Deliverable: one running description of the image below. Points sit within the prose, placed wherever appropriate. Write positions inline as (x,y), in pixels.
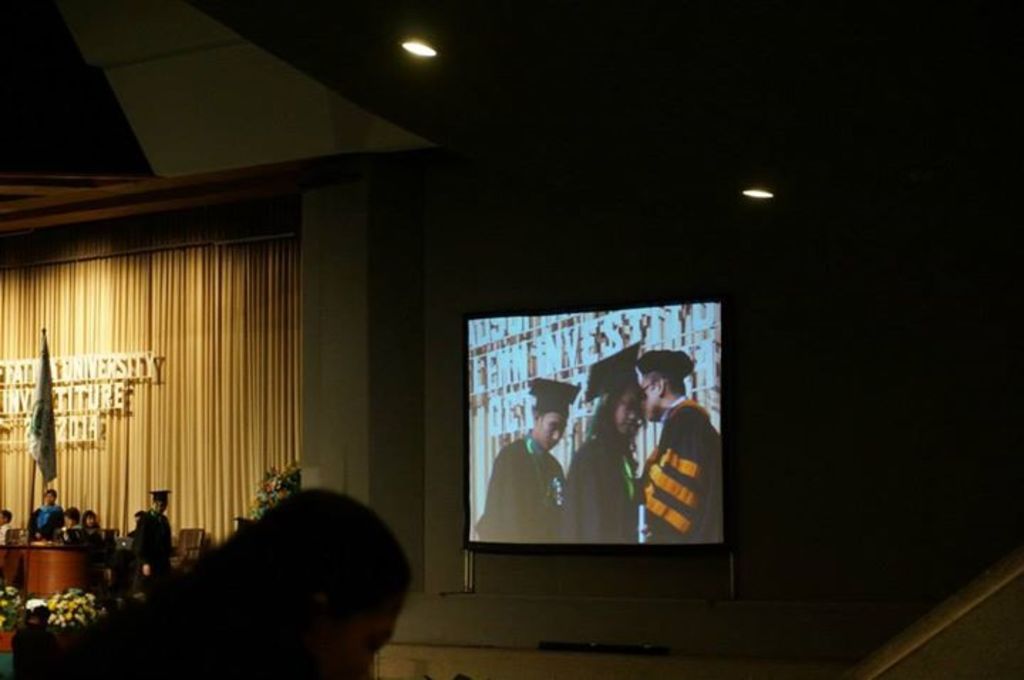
In this image in the center (549,431) there is a screen (598,432). On the left side (52,522) there are persons (99,527) sitting and standing, there is a flag (52,444) and in the background (99,455) there is a curtain (195,419) which is yellow in colour and there is some text (113,391) written in front of the curtain (100,385). In the front (302,637) there is a person (314,623).
